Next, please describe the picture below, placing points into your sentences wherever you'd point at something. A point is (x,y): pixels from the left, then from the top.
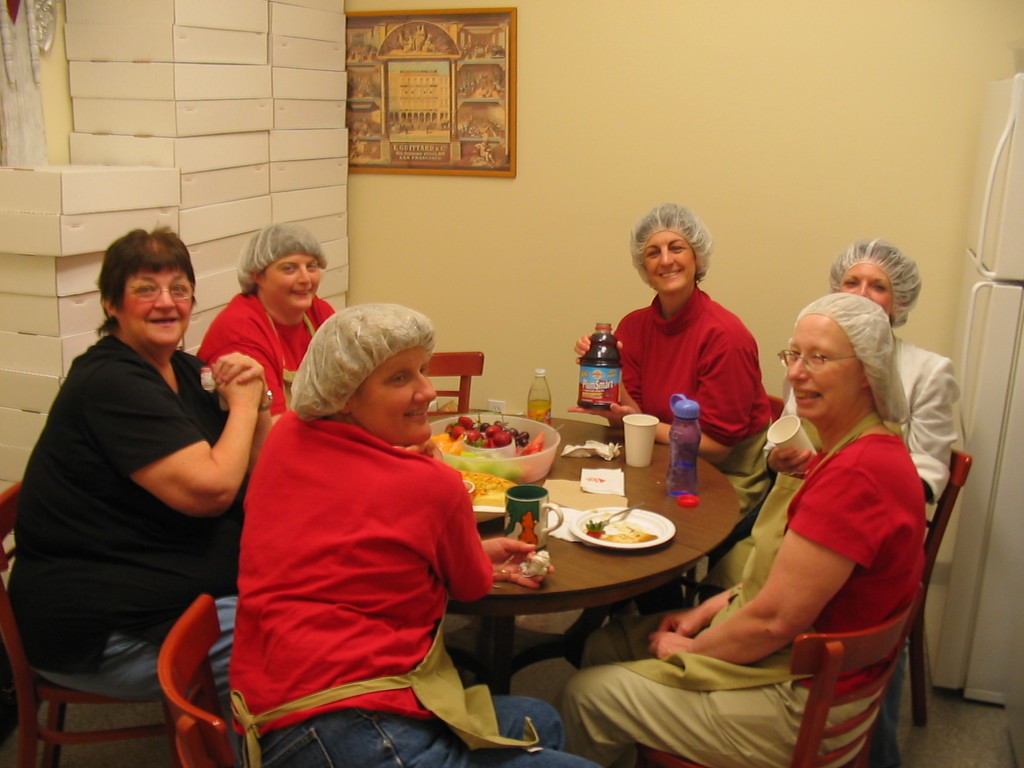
This picture is clicked inside the room (1013,79). Here are six women (911,288) sitting on a chair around the table (604,597) and this table (675,573) contains water bottle (699,465), glass (627,443), plate (638,514), spoon (604,526), tissue (590,490), cup (537,540), bowl (522,459) with fruits (516,430). Behind them, we have a wall (493,247) on which a photo frame (386,96) is placed on it and on the right corner of this picture (982,621), we have a refrigerator (985,590). On the left corner of this picture (237,68), we have many carton boxes (143,199).
